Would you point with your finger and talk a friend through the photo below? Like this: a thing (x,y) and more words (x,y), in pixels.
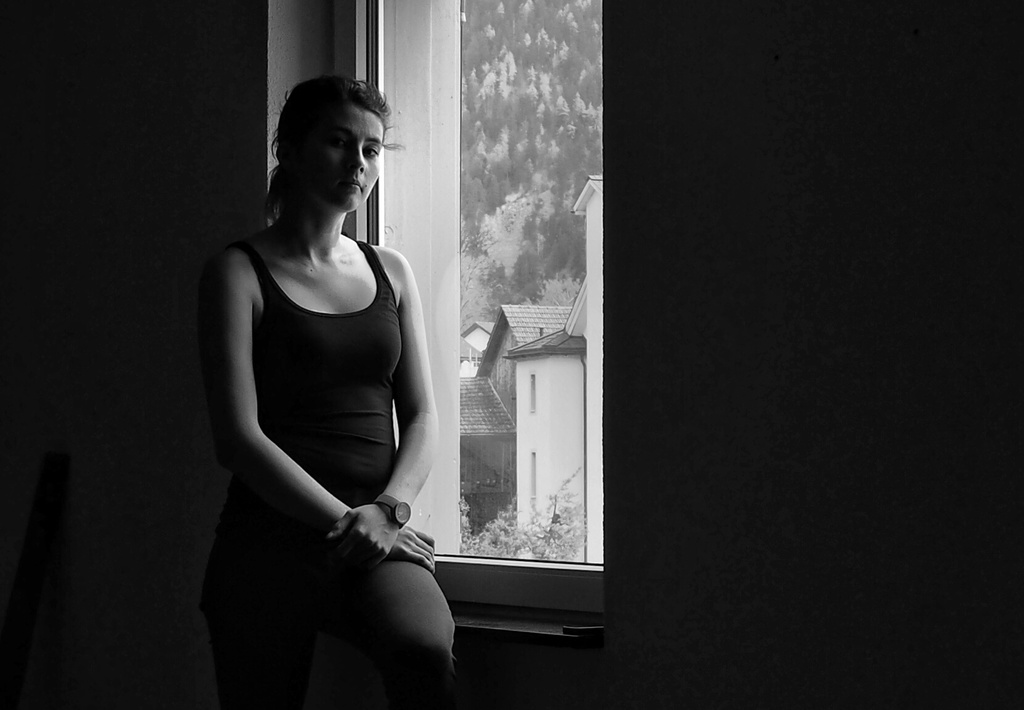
This is black and white image where we can see a woman (285,456) is sitting near the window (536,570). She is wearing watch (400,509) in her hand (400,499). Behind the window (523,586), houses (512,375) and trees (531,145) are there.
